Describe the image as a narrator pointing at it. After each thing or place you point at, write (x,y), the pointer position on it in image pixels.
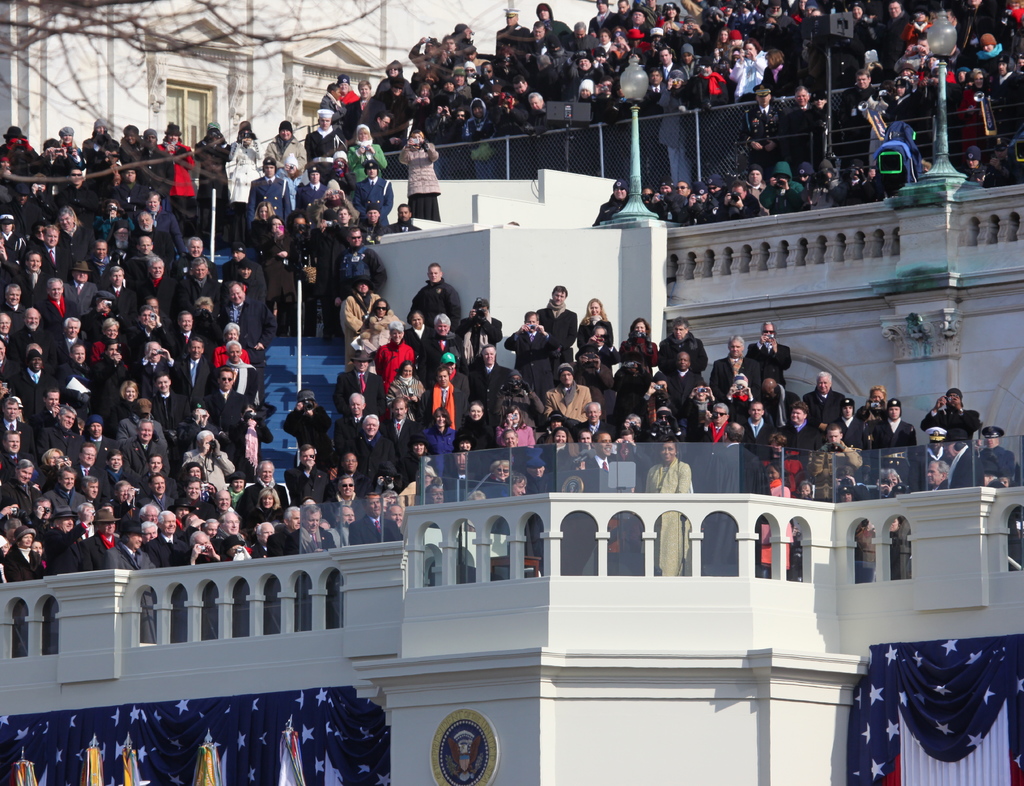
In this picture we can see a group of people (251,557), building (207,28), fence (849,154), tree (28,25), poles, flags (86,753) and some objects (887,145).
